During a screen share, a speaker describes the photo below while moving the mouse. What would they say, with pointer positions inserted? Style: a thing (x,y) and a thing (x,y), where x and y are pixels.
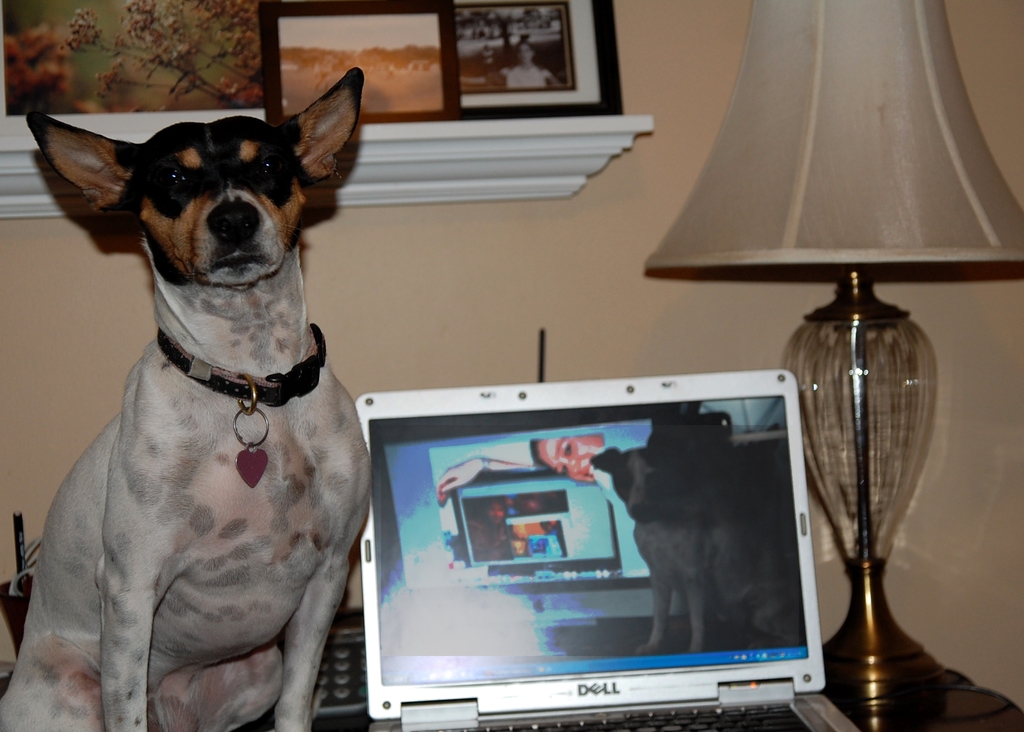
There is a dog (176,148) at the left (161,184) wearing a neck belt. There is a laptop (586,646), a lamp (883,361) and other objects (348,682) behind it on a table (875,720). There is a photo frame (454,68) at the back (504,75) on a wall (620,216).
